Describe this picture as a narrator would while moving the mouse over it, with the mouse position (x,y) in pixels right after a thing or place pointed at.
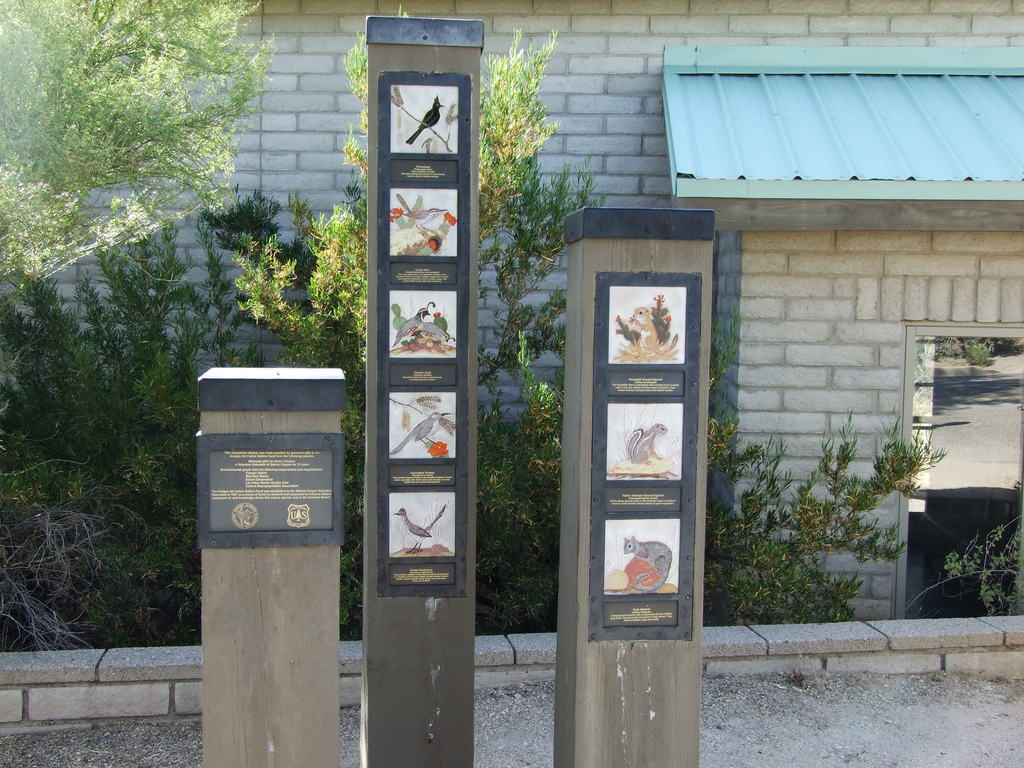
In the center of the image (395,506) we can see the wooden poles (430,715) and banners (454,432). On the banners (460,554), we can see birds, some small animals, some text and a few other objects (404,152). In the background (304,229) there is a building (806,435), wall (856,473), plants (346,373), road (967,473) and a few other objects (1018,356).
